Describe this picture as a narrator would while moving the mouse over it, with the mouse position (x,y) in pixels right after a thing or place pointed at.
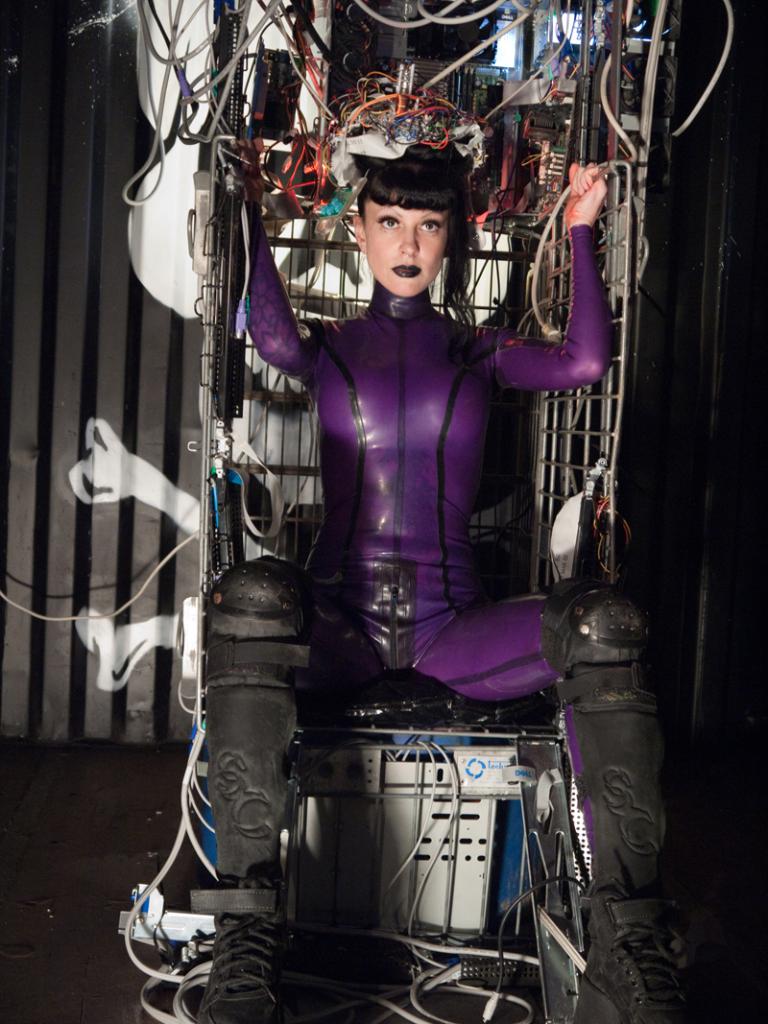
In the image there is a woman (408,548) sitting on some electronic gadget (566,147) and she is holding something with her hands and on her head (463,163) there are some electronic objects (383,110).
